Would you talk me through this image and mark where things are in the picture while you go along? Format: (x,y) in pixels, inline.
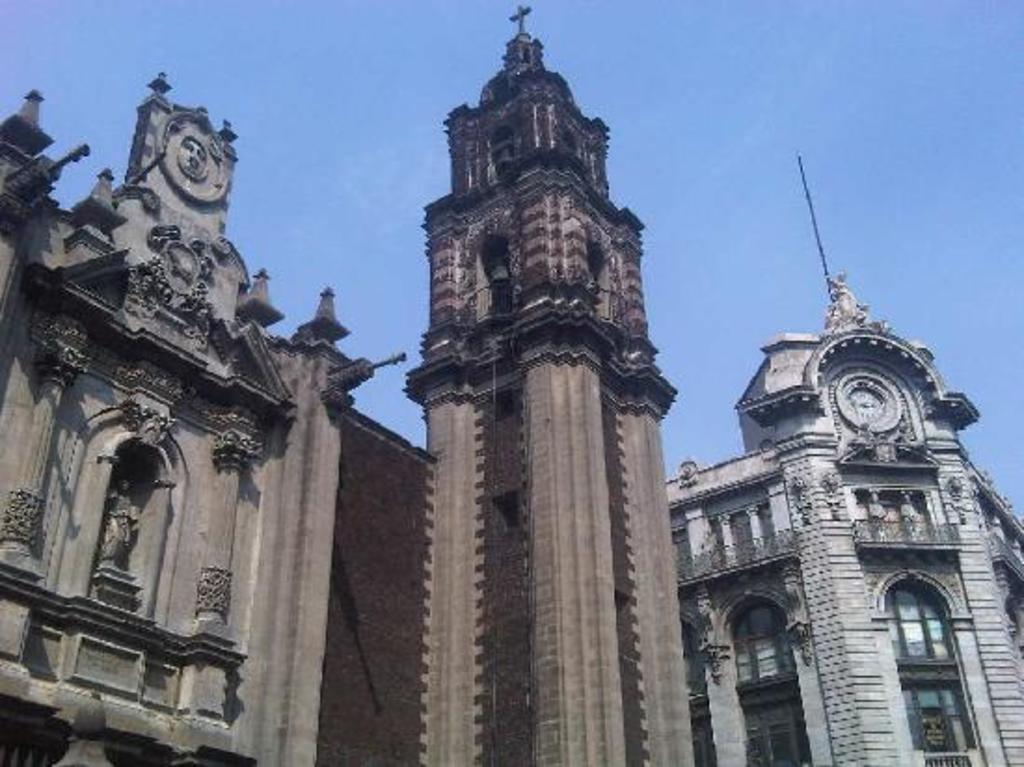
In this picture we can see buildings (389,460), statues (108,523), windows (907,642), pole (827,279) and in the background (217,100) we can see the sky (355,143).
